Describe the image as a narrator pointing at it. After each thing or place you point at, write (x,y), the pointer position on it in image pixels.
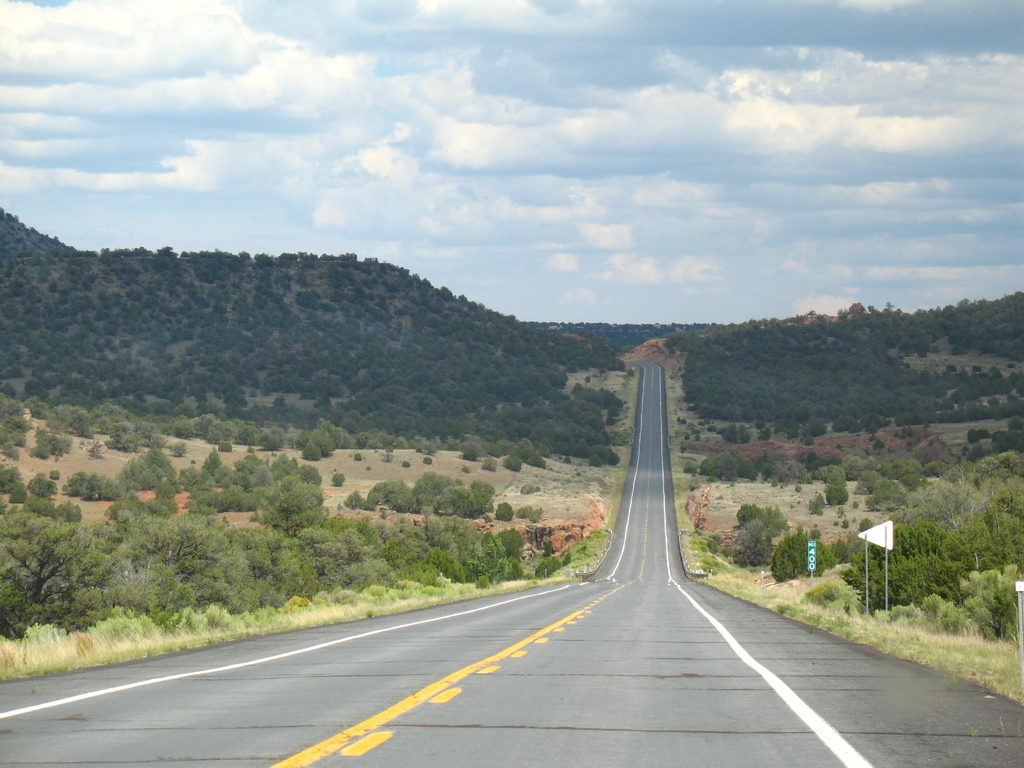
In this image in the center (649,501) there is a road (622,598) and on the left side (237,546) there are trees (224,423). On the right side (906,428) there are trees (799,553) and there are boards (811,561) and poles (887,575) and the sky (543,119) is cloudy.
